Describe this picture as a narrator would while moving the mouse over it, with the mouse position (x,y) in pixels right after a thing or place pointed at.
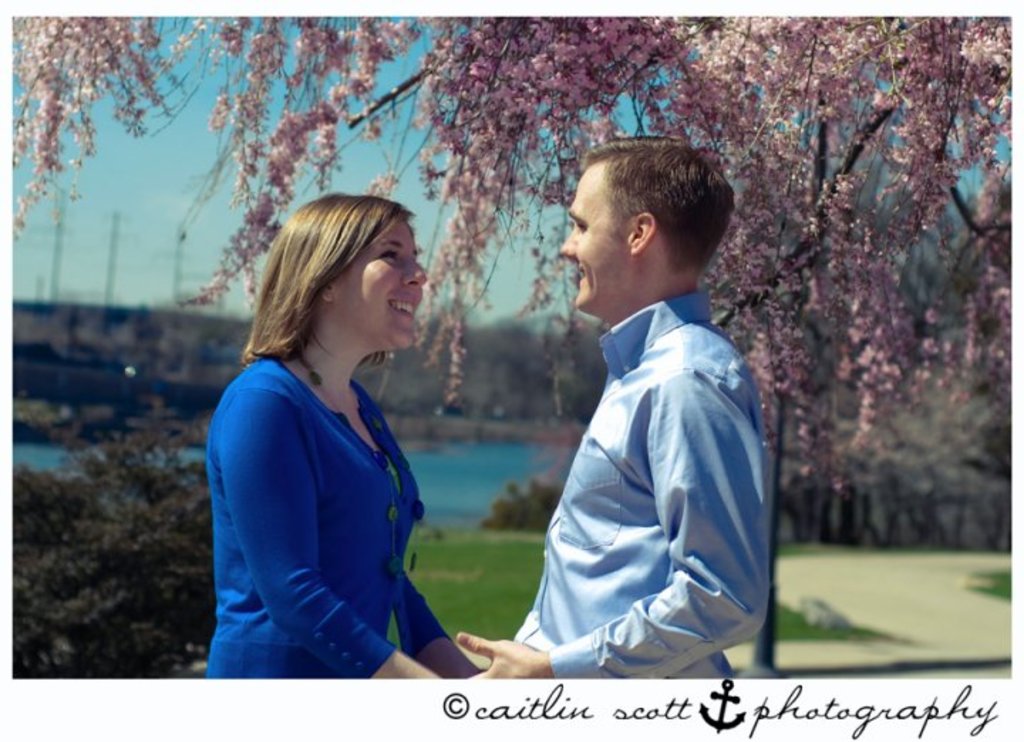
This image is taken outdoors. At the top of the image (202,217) there is sky (170,181). In the middle of the image (655,449) a woman (385,521) and a man (621,568) are standing on the ground (839,600). In the background (468,475) there is a pond (474,457) with water (499,461) and there are a few trees (444,380) and plants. On the right side of the image (843,385) there are a few trees (835,359) with stems (838,329), leaves (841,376), branches (851,298) and flowers (59,32). At the bottom of the image (851,633) there is a ground (858,608) with grass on it.
